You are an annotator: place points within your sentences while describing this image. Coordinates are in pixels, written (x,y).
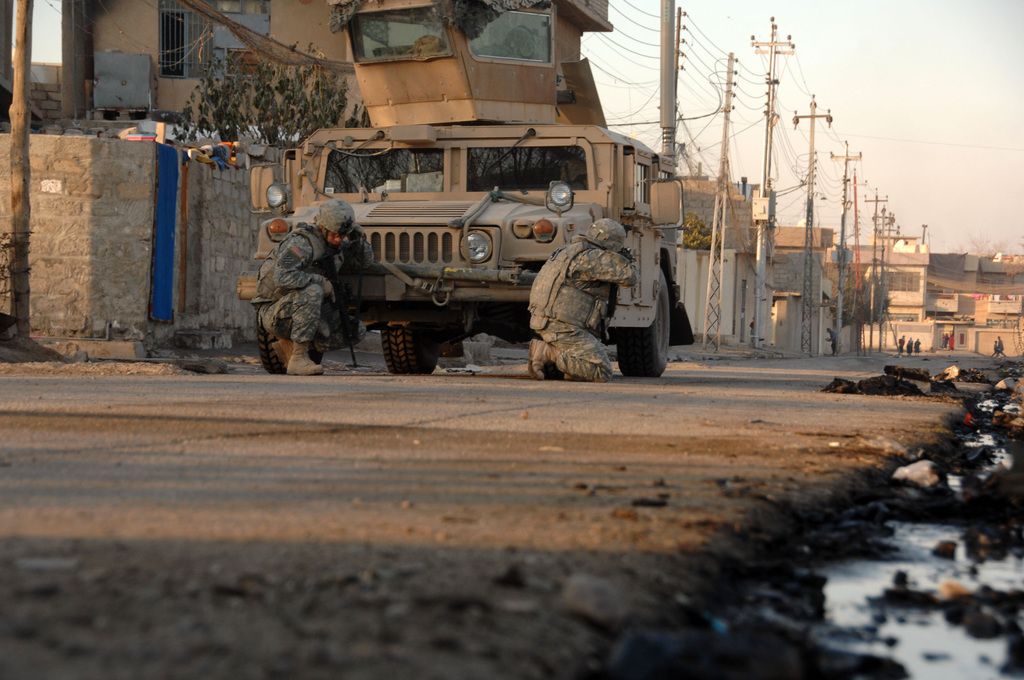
In this image we can see two persons (286,258) on the road (341,369) at the vehicle (446,226) and holding guns (326,264) in their hands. In the background (45,84) we can see buildings (173,97), few persons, trees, doors (963,339), windows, poles (773,17), electric wires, wastage (948,543) on the ground (949,492), objects (933,476) and water (934,545).
